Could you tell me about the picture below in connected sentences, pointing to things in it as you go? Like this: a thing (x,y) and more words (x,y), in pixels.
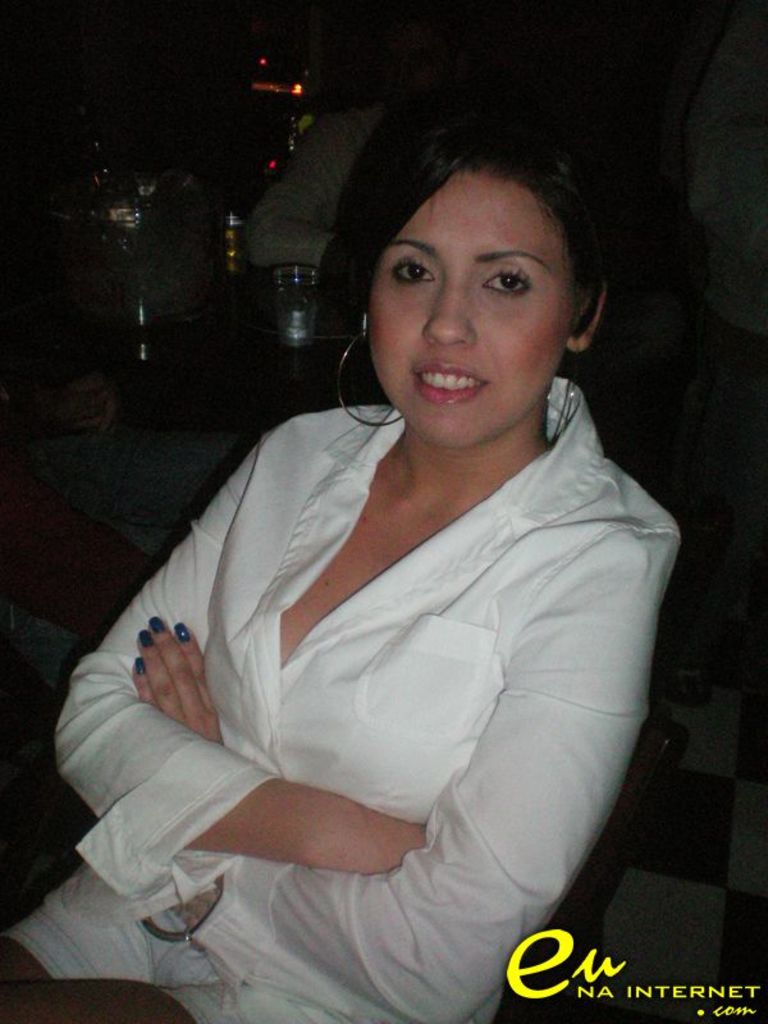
In this image we can see a woman (333,764) and some people (316,153) sitting on chairs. On the right side of the image (762,554) we can see a person (759,484) standing on the ground (709,793). On the left side of the image (107,250) we can see glasses (287,336) and some objects (112,260) placed on the table (223,299).
